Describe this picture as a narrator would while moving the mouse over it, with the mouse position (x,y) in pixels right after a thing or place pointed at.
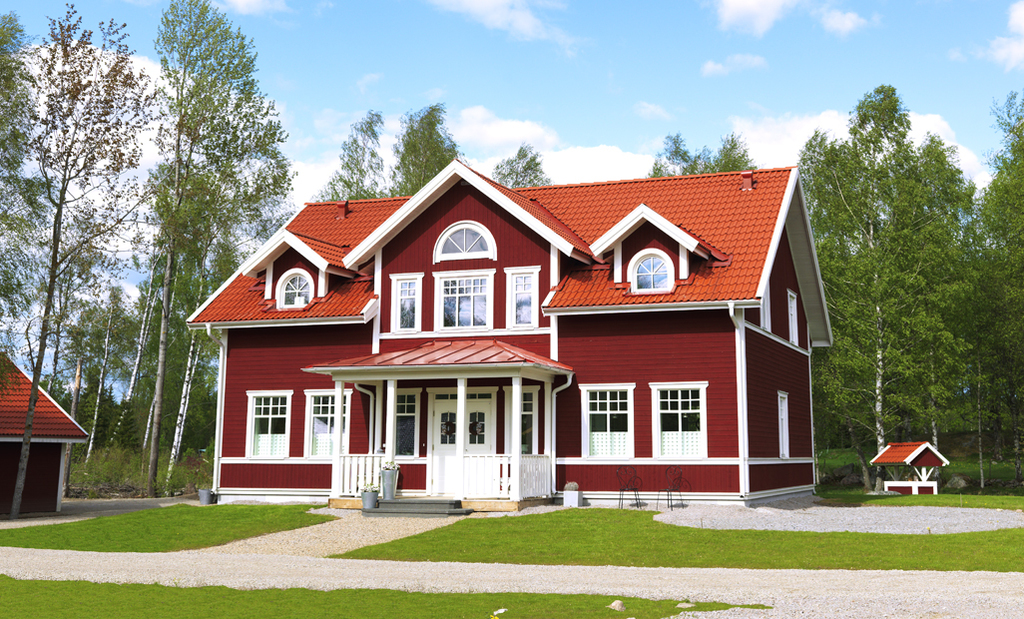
In the center of the image (389,220) there is a house (384,406) with windows (399,447) and a door (435,416). In the background of the image (868,322) there are trees (129,160). At the top of the image (403,58) there is sky (553,35). To the left side of the image (16,386) there is a house (48,417). At the bottom of the image (15,606) there is grass (32,582). There is a pathway (336,559).
